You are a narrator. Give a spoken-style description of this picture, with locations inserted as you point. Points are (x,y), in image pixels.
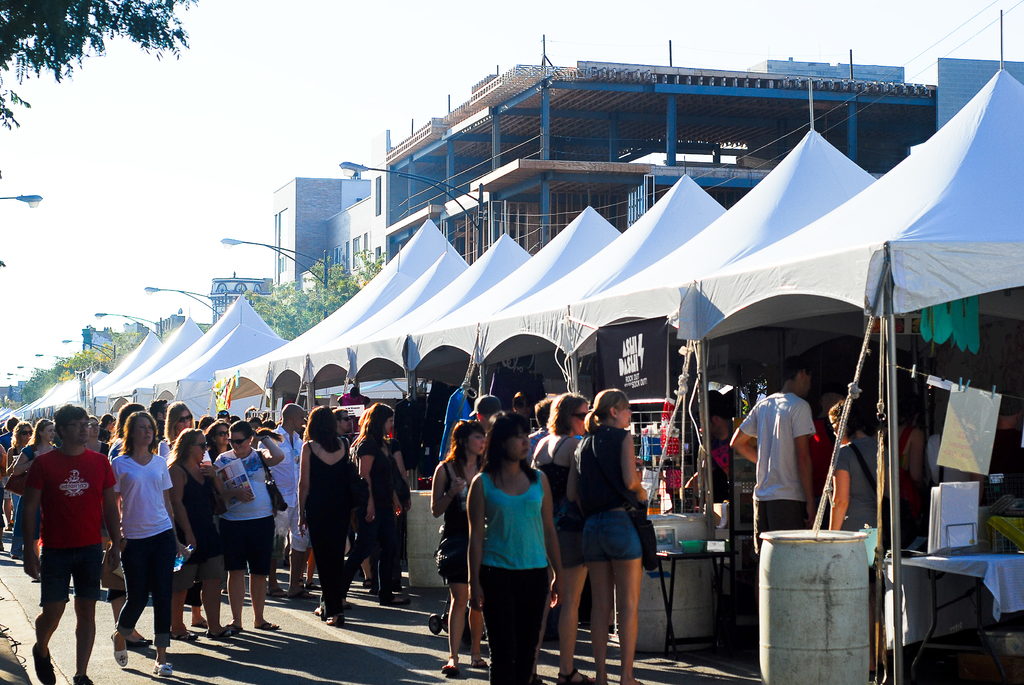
In-front of these buildings (407,198) there are light poles (477,219), trees (338,288) and tents (629,281). Here we can see a crowd (311,462). Here we can see drums (798,584), banner (636,361) and things (652,510).
